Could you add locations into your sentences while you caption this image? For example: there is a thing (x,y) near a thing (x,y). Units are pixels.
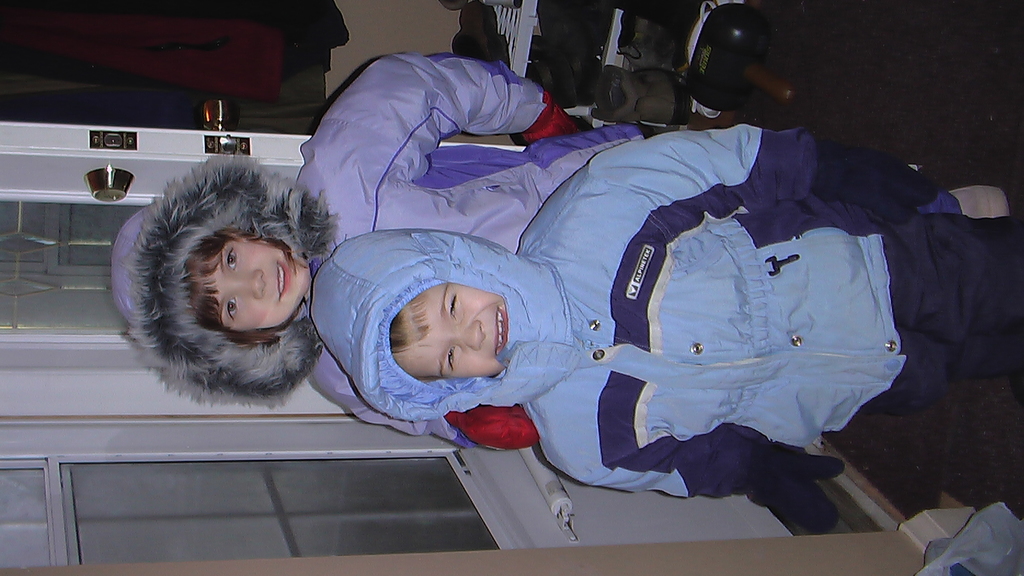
In this image I can see two persons (372,66) standing, the person (647,183) in front (527,286) wearing blue jacket (543,306), and the person (440,210) at back (404,184) wearing purple color jacket (372,166). Background I can see the shoes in the rack (666,129) and the doors (82,363) are in white color.
